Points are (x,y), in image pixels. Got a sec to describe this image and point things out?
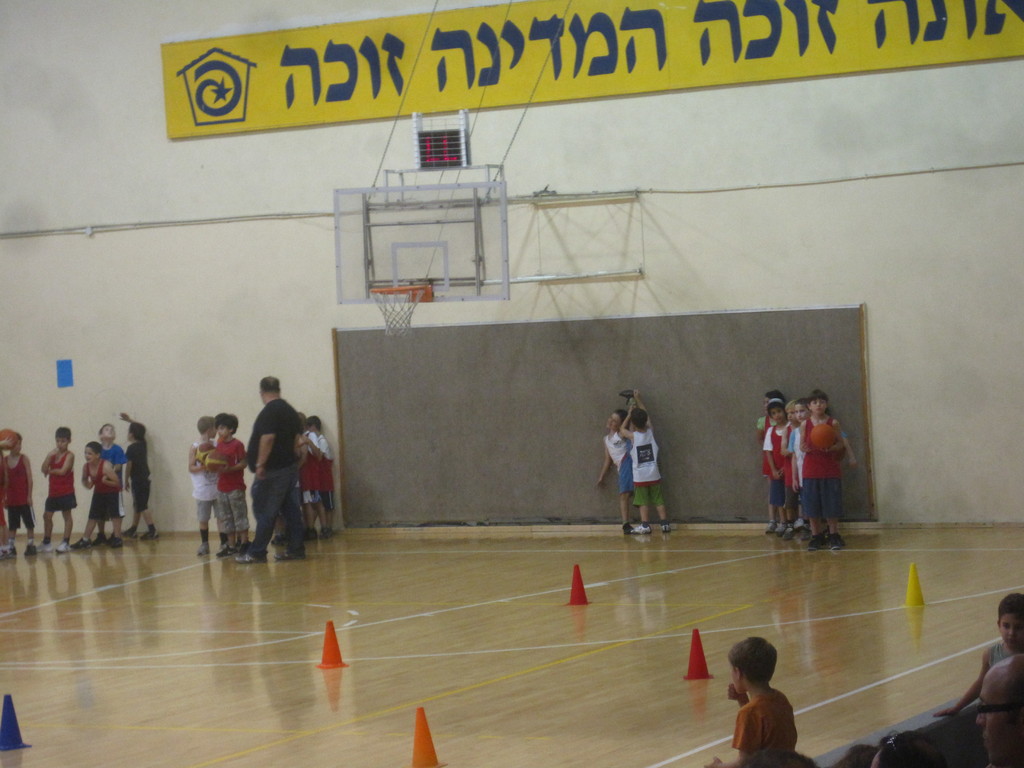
In this image I can see the group of people (70,483) standing on the court (106,558). These people (65,457) are wearing the different color dresses (652,471). I can also see the cones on the floor (269,672) which are in yellow, red, orange and blue color. To the right (756,738) I can see few more people (778,742). In the back (629,325) there is a wall (859,204) and I can see the yellow color board (564,94). I can also see the goal basket (390,304) to the wall (345,313).
